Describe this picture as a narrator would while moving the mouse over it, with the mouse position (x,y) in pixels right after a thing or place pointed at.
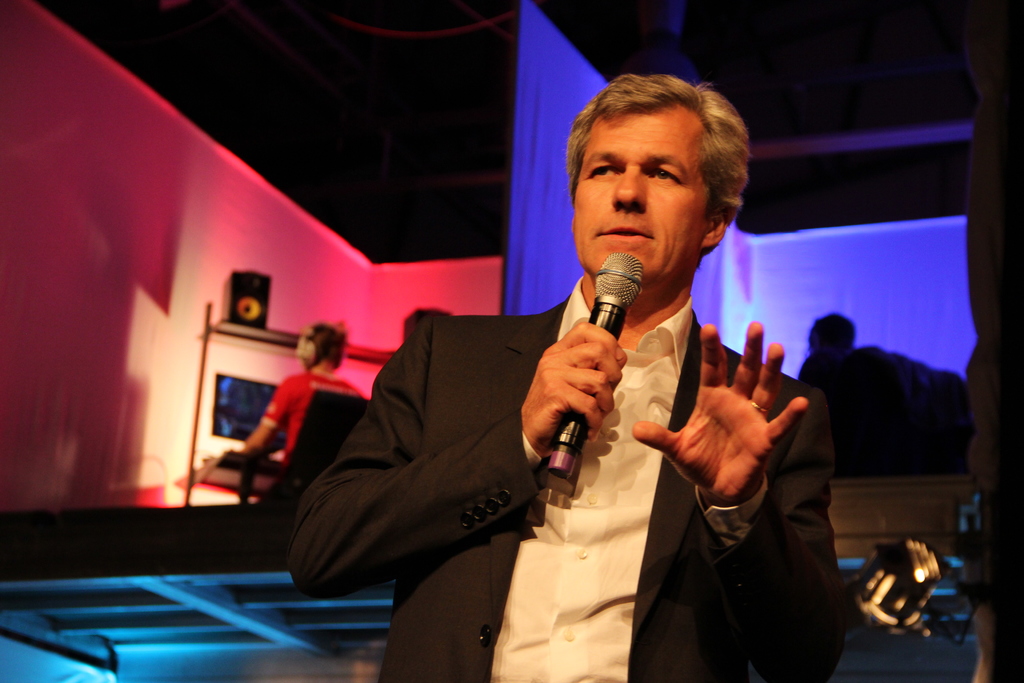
The person (451,484) wearing suit (468,498) is speaking in front of a mic (620,292) and there are two other persons (327,340) behind him.
